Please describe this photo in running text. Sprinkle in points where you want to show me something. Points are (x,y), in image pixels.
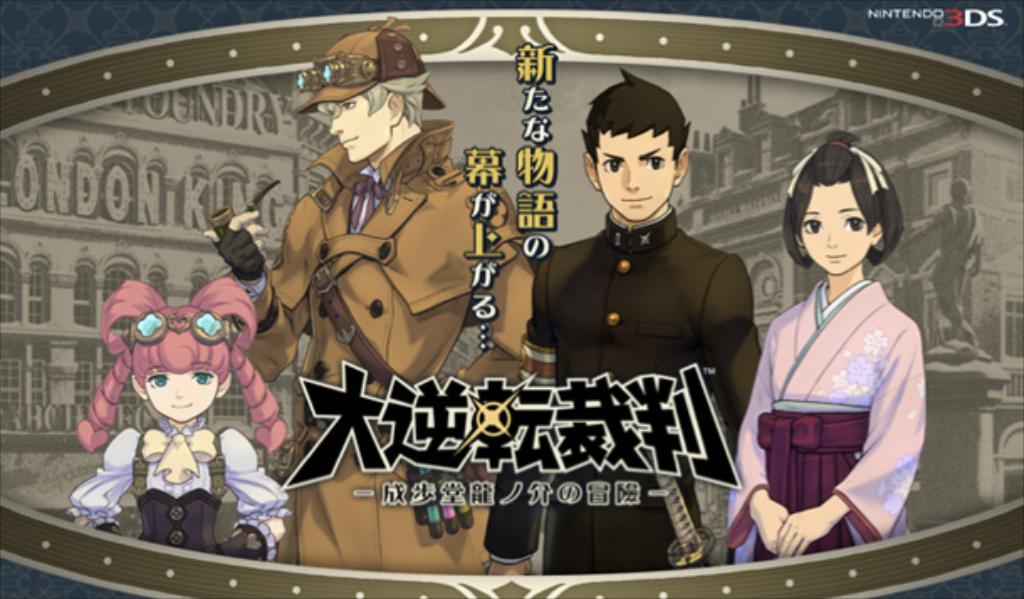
In the image there is a poster (183,360) with animated characters (431,360). And also there is some text (497,421) on it. Behind those characters (195,366) there are buildings (978,291) and there is a statue (973,265).
